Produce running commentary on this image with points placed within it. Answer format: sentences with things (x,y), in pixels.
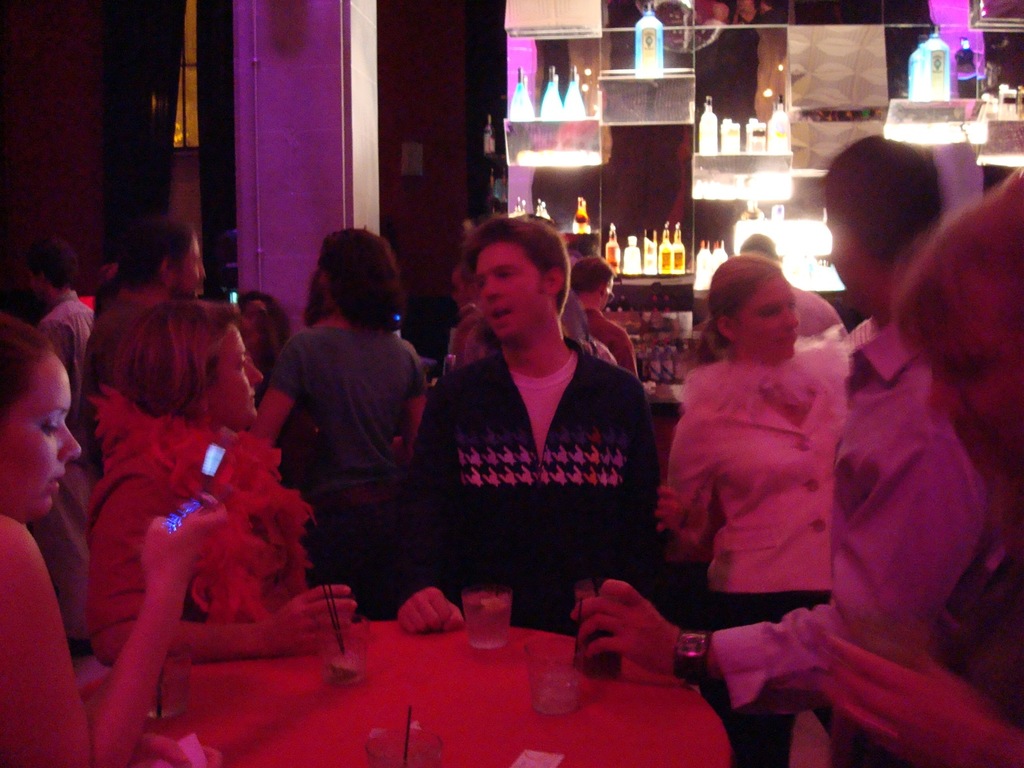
As we can see in the image there are bottles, few people (622,361) standing over here and a table (474,751). On table (516,683) there are glasses (545,648).
